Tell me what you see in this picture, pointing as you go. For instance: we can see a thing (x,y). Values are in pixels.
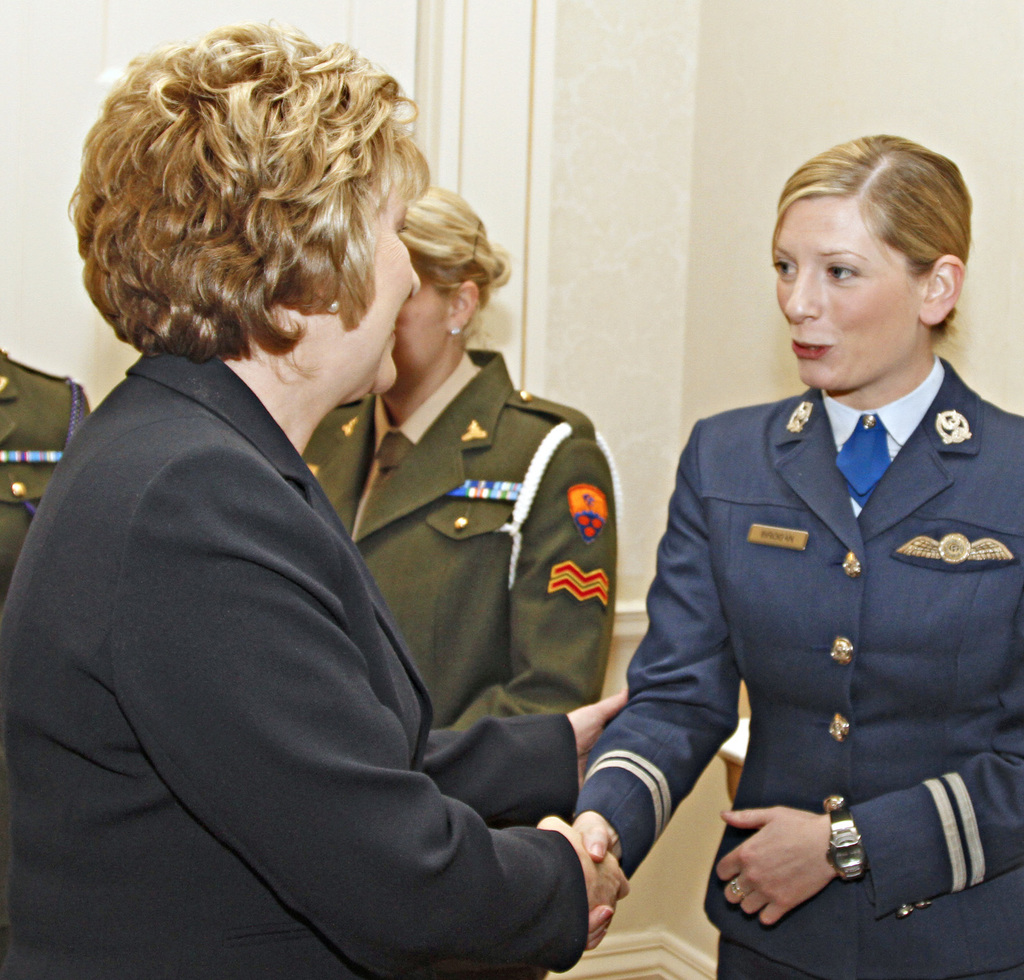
On the left side of the image (210,121) we can see a lady (253,460) is standing and smiling and wearing a suit (256,768) and shaking hand (611,882) to another lady (686,786). In the background of the image (445,226) we can see the wall (989,307) and three people (383,461) are standing and wearing the uniforms (438,649).
